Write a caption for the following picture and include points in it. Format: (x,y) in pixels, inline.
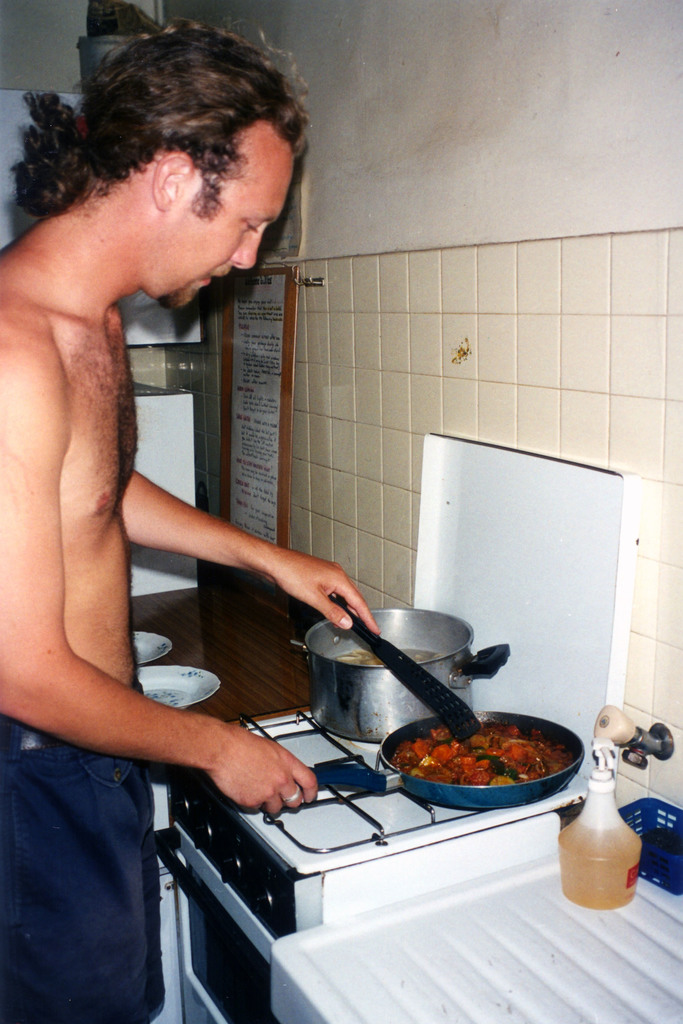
In this picture there is man (311,573) standing and holding the pan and spoon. There is food (541,773) in the pan (534,723) and in the bowl (415,624). There are objects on the table (299,654). At the back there are plates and there is an object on the table (246,623). There are boards (281,497) on the wall (380,361). There are objects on the top of the cupboard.
